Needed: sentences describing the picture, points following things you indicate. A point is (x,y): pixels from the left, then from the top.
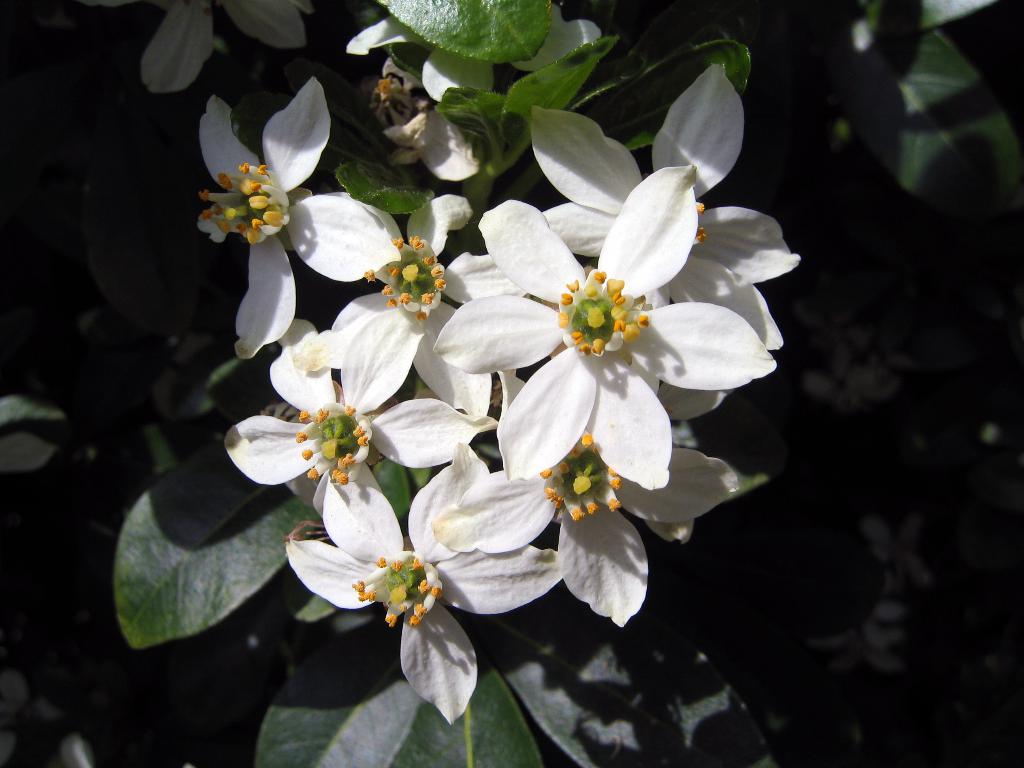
In this image we can see some white flowers (485,514) and the leaves (314,510).
